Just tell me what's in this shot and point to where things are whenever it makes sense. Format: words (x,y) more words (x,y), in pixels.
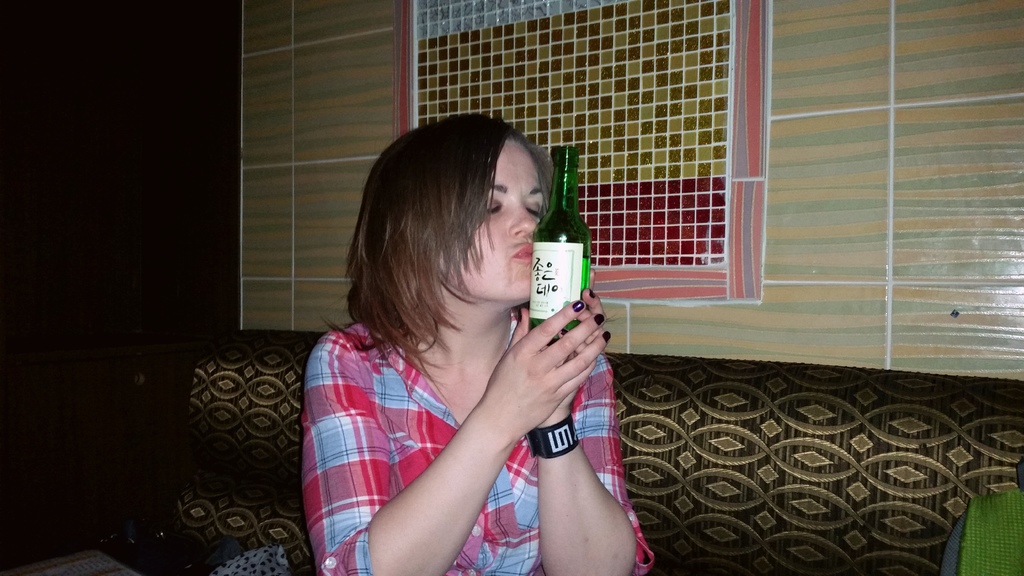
In this picture we can see a woman (517,554), she is holding a bottle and in the background (1023,151) we can see a sofa (655,404), wall (988,212), mosaic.
